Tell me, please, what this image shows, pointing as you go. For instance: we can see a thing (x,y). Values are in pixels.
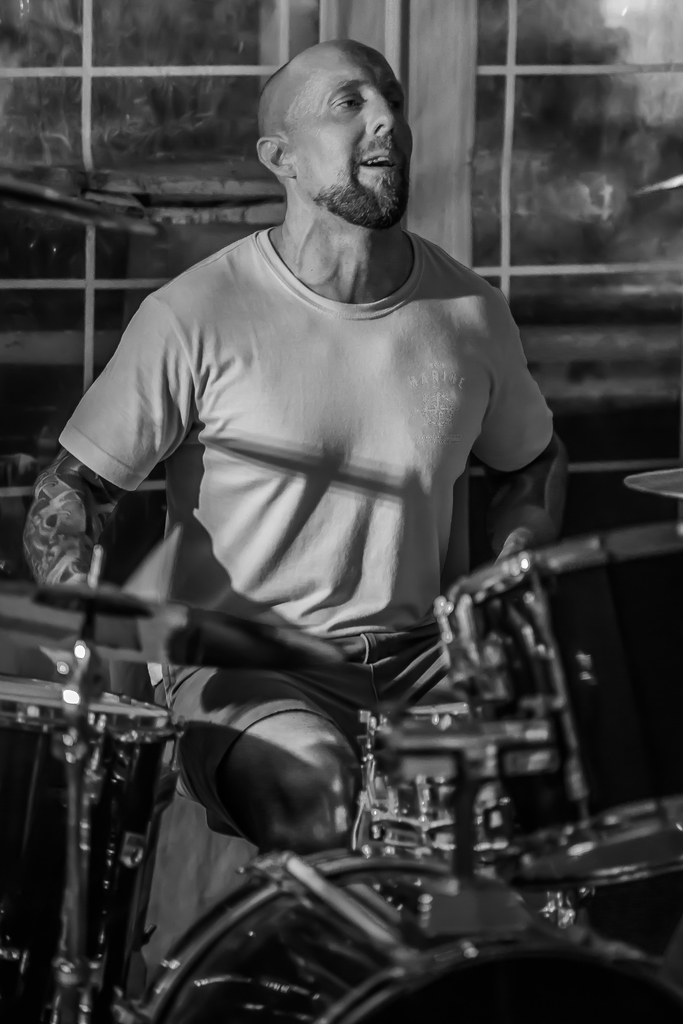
In this image, we can see a man (314,626) sitting and we can see some musical instruments (12,1020), in the background (127,140) we can see the windows (173,54).
